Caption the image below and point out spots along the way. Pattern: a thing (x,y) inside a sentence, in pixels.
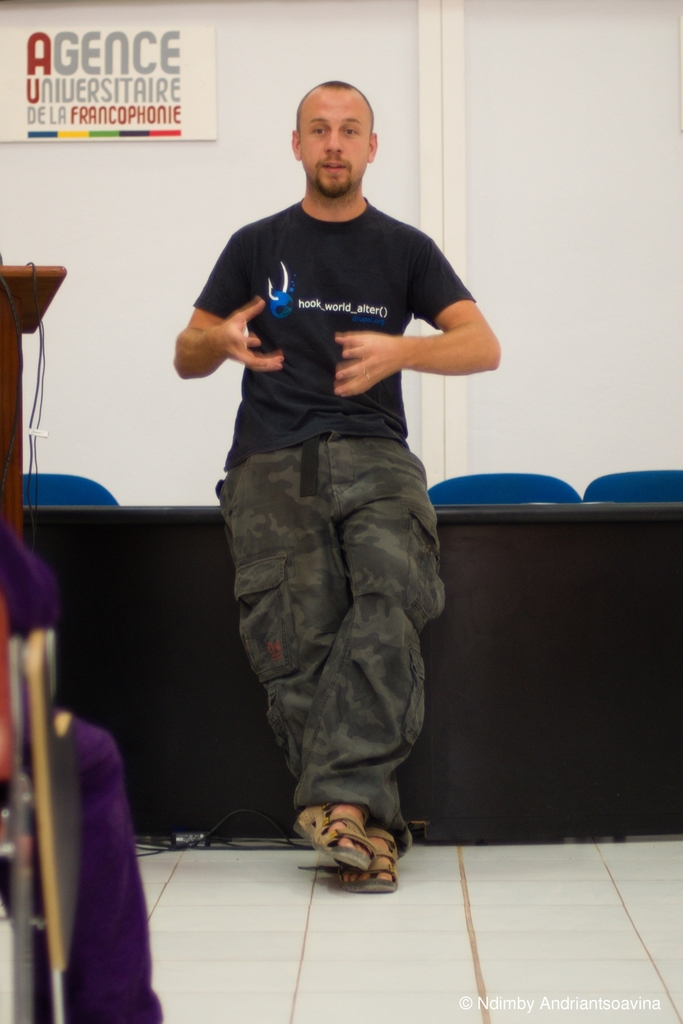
In the center of the image (333,608) there is a person (333,608) standing on the floor (399,927). Behind him there is a table (559,569). In the background of the image (318,27) there is a wall (233,43) with the poster (139,125) on it. In front of the wall (61,403) there are chairs (28,485). On the left side of the image (21,428) there is an object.
